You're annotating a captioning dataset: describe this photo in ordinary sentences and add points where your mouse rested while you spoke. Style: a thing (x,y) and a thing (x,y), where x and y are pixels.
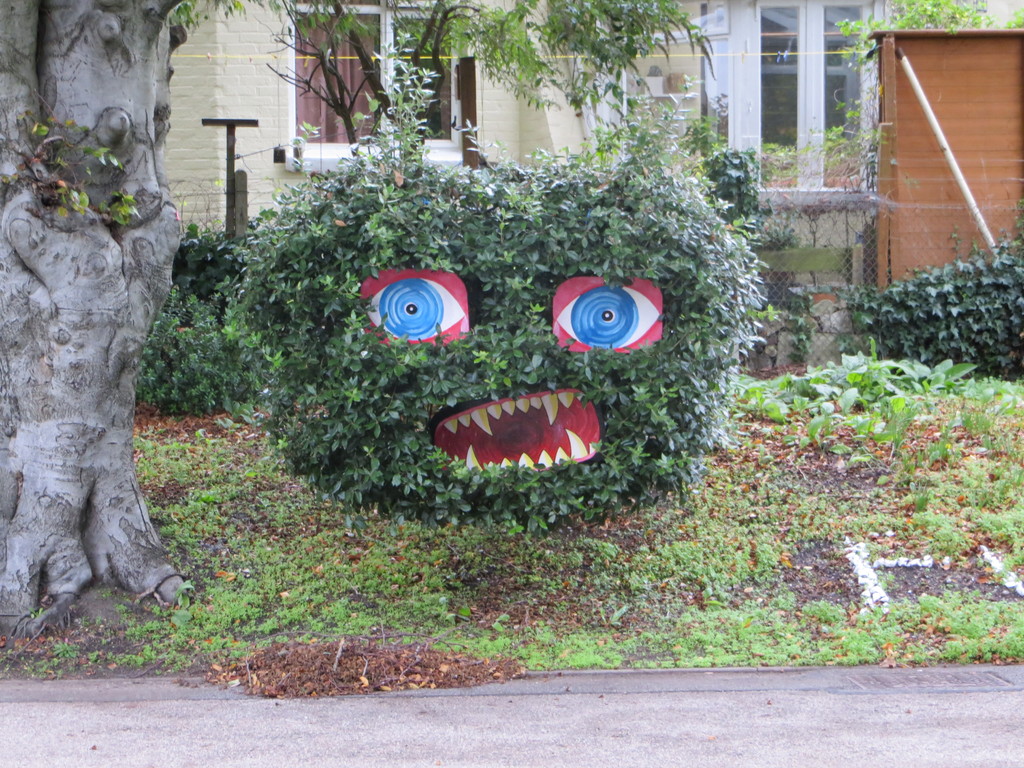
In the picture we can see a road (439,741) beside it, we can see a path (444,528) and grass (209,578) on it and besides, we can see a tree (115,557) and some decorative plants (435,321) with eyes (614,347) and mouth (516,437) in the background (190,111) we can see a house wall (193,92) with some windows (710,89) and glass (770,100) to it.
